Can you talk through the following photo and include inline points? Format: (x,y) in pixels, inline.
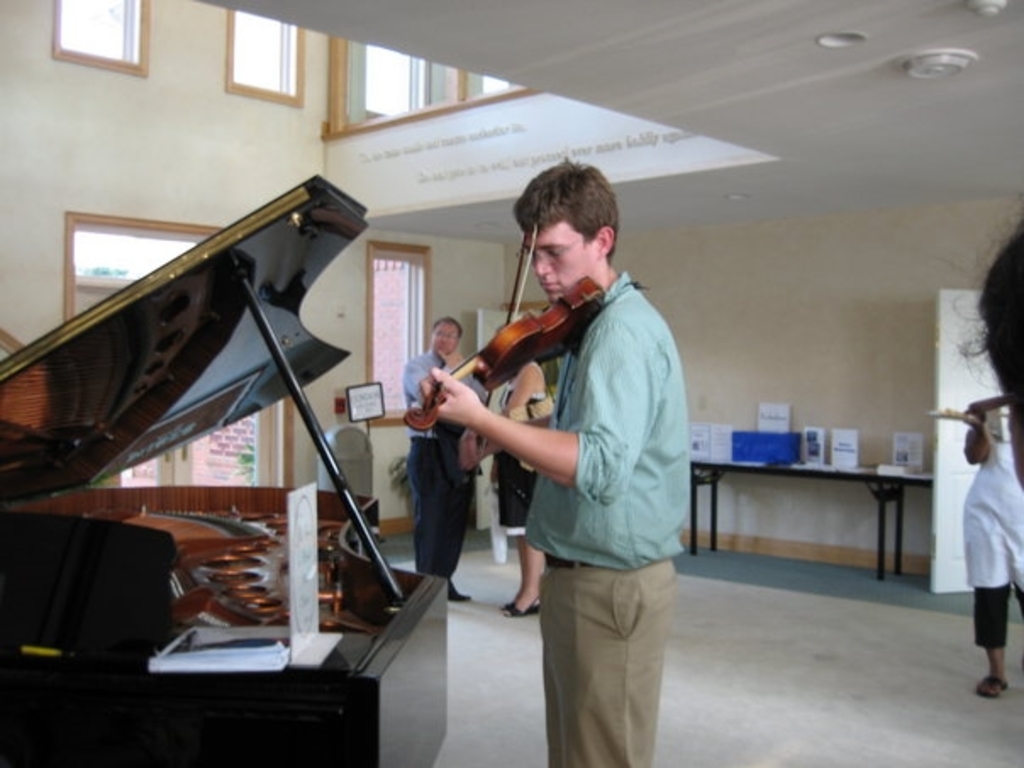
In this image, There is a floor (712,651) of white color, In the left side of the image (104,729) there is a black color music instrument (104,729), In the middle of the image (628,483) there is a man (589,684) standing and holding a music instrument (539,340) which is in brown color, In the right side of the image (985,604) there is a woman (982,591) standing, In the background (888,363) there is wall (843,313) and there is a door (974,386) of white color, there are windows (240,59) of yellow color.
